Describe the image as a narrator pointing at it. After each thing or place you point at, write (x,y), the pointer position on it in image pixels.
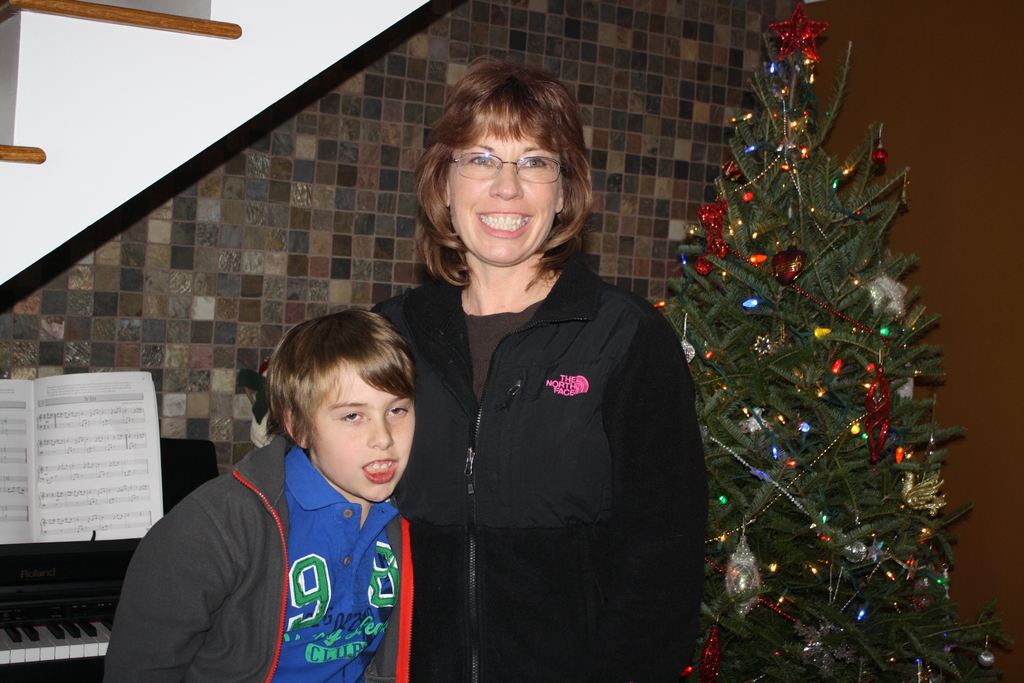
It is a picture inside the house (214,128) there are two people (258,538) standing and laughing a kid (399,457) and a woman (507,597) behind them there is a piano (61,554) to the right side (740,192) there is a christmas tree (848,305) in the background (348,121) there is a wall (294,169) and stairs (305,29) upon it.
